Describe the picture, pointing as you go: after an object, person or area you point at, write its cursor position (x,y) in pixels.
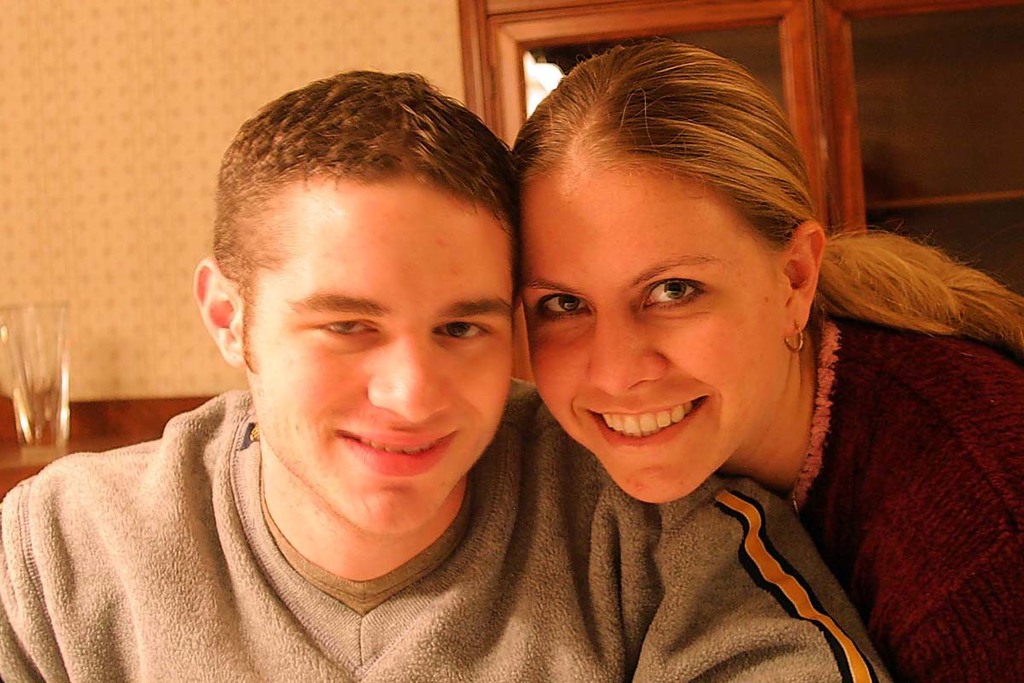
Here I can see a man (404,355) and a woman (692,407) are smiling and looking at the picture. In the background (317,34) there is a wall (281,20) and a door (743,49). On the left side (31,387) there is a glass (45,346) on a table (23,468).
